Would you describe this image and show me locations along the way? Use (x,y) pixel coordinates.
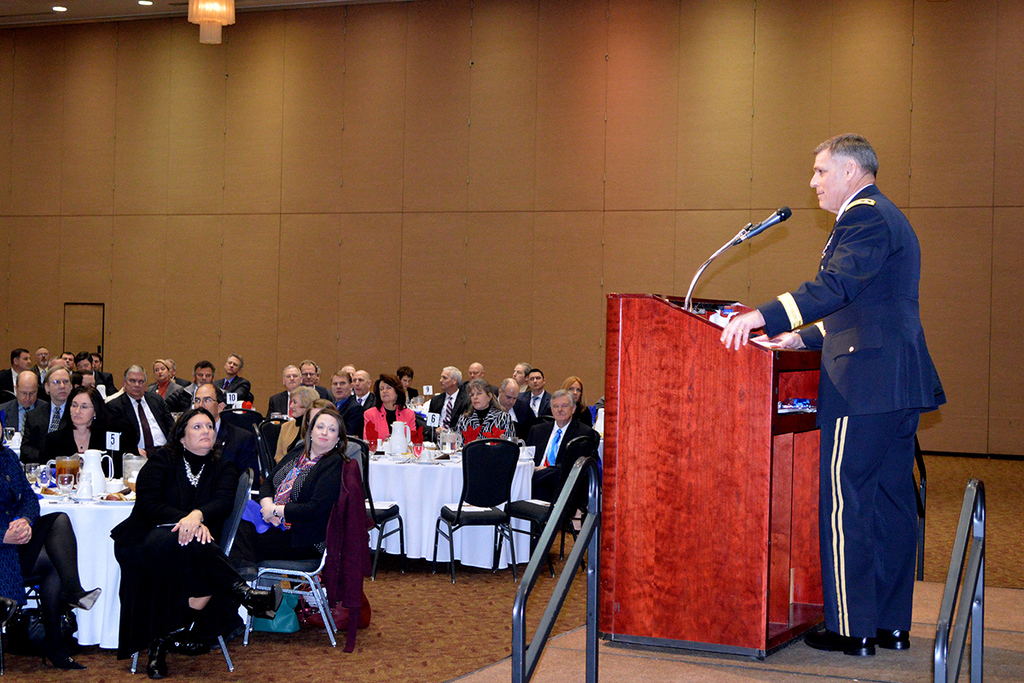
This picture is clicked in a restaurant (477,467). In this, picture we see many people (236,430) sitting on chair (467,496). On the right corner of the picture (836,347), we see man (842,300) in blue blazer (865,303) is standing near the podium (779,410), is talking something on microphone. In front of the picture, we see table (416,466) with white cloth (416,466) on which we see many jar (391,435), bottle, glass (68,494) and some plates (429,459) on it. Behind these people (215,419), we see a wall (182,233) and on top of the picture (192,6), we see light (210,42).
